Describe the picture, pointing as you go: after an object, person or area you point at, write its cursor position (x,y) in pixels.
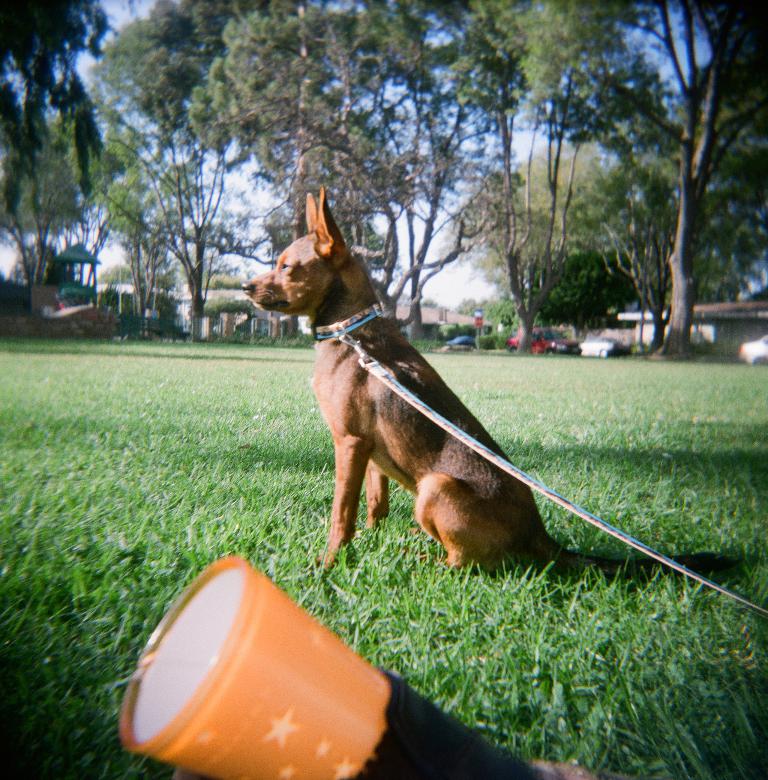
In the center of the image (403,366) we can see a dog (343,280) with a leash (625,539) is on the ground (248,553). In the foreground (278,705) we can see a glass (285,698). In the background (602,349), we can see group of vehicles (587,347) parked on the ground (561,627), a group of trees (585,175), buildings (440,308) and sky (449,286).
